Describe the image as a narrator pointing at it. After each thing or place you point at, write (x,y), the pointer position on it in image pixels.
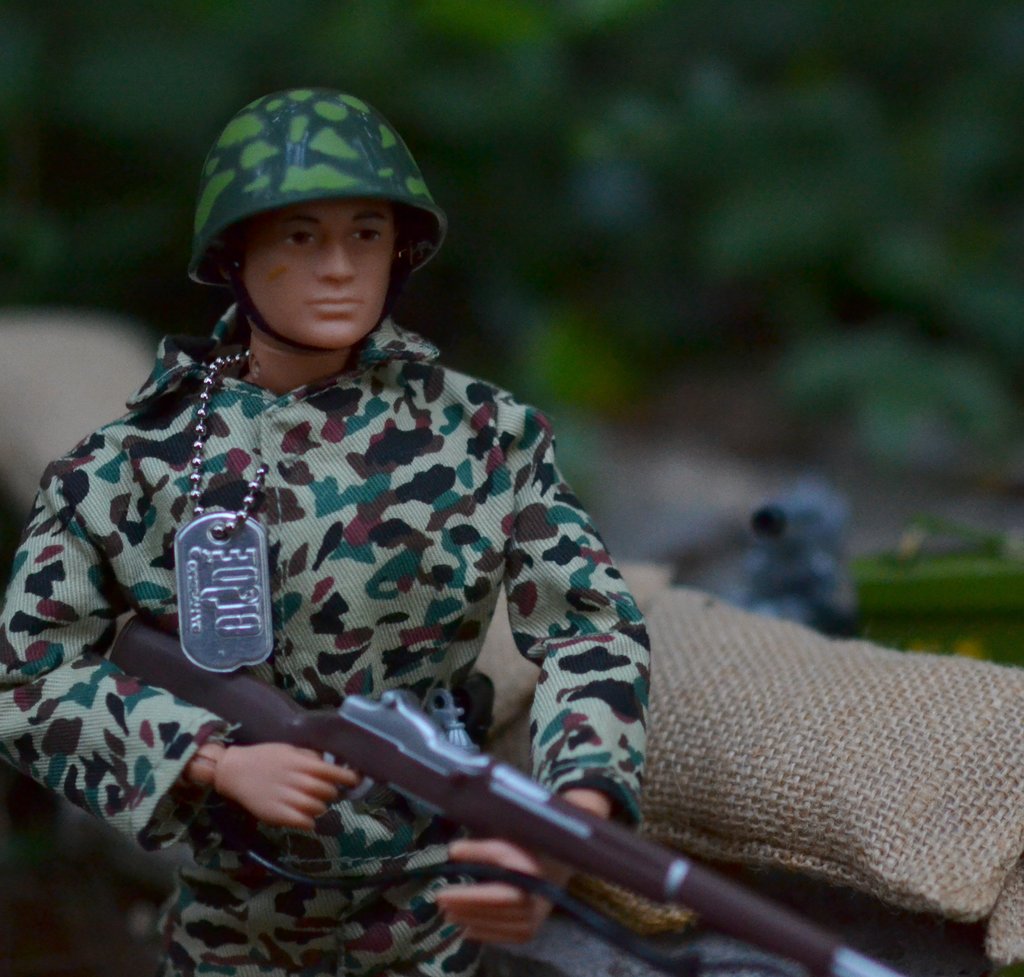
This image consists of a doll (355,607). It looks like a army soldier (464,646). On the right (755,761), there are bags (1018,769). In the background (615,83), there are trees (776,216).
